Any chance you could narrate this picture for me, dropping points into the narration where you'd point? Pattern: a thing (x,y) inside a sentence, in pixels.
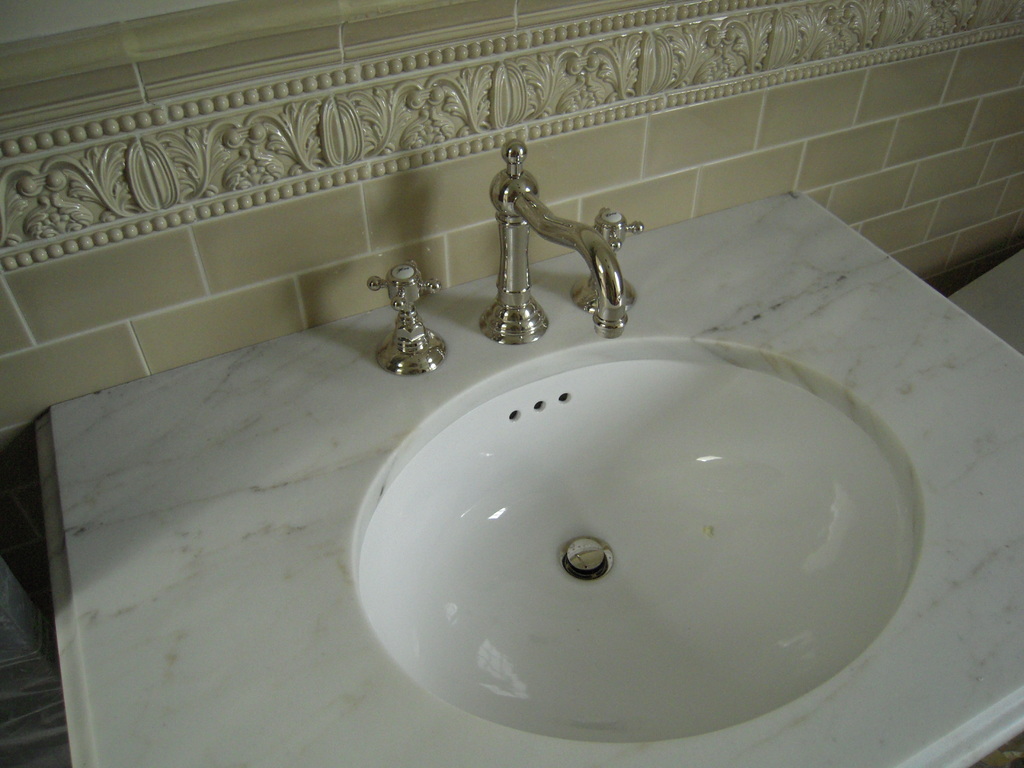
In the foreground of this image (418,699), there is a marble sink (398,615) and taps (532,300) on it. In the background (494,152), there is a tile wall (373,60).
